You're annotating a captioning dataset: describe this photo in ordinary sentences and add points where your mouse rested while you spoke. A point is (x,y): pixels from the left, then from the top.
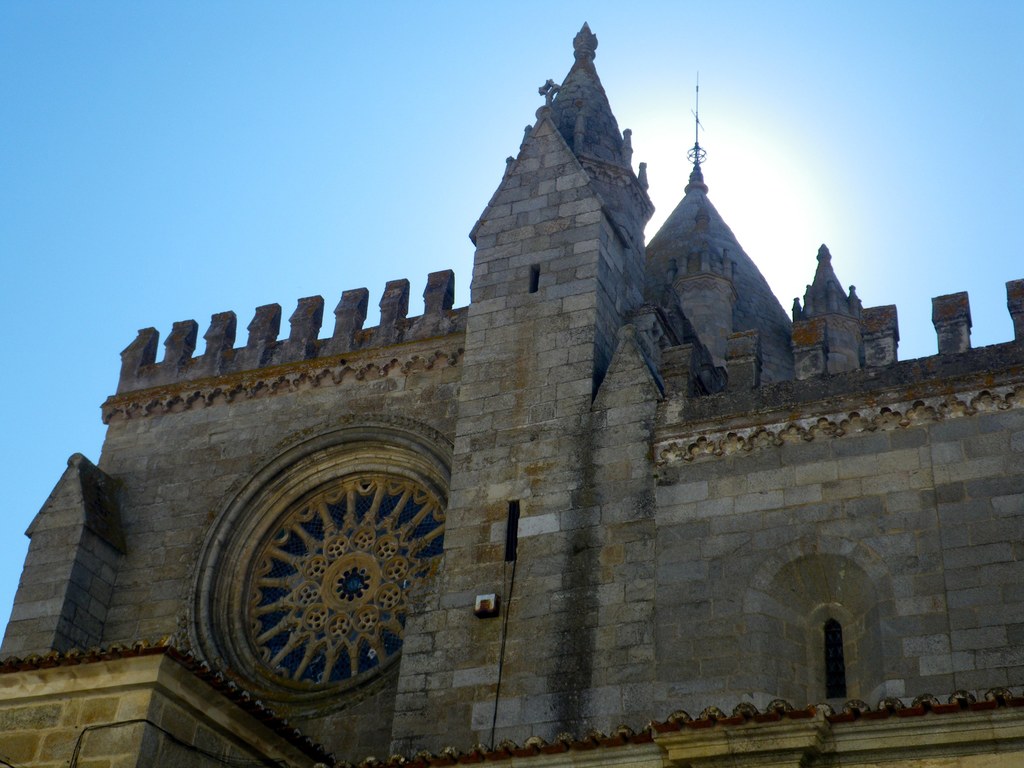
In the image we can see there is a building (547,622) and the building (157,380) is made up of stone bricks (542,480). There is a clear sky (45,422).
